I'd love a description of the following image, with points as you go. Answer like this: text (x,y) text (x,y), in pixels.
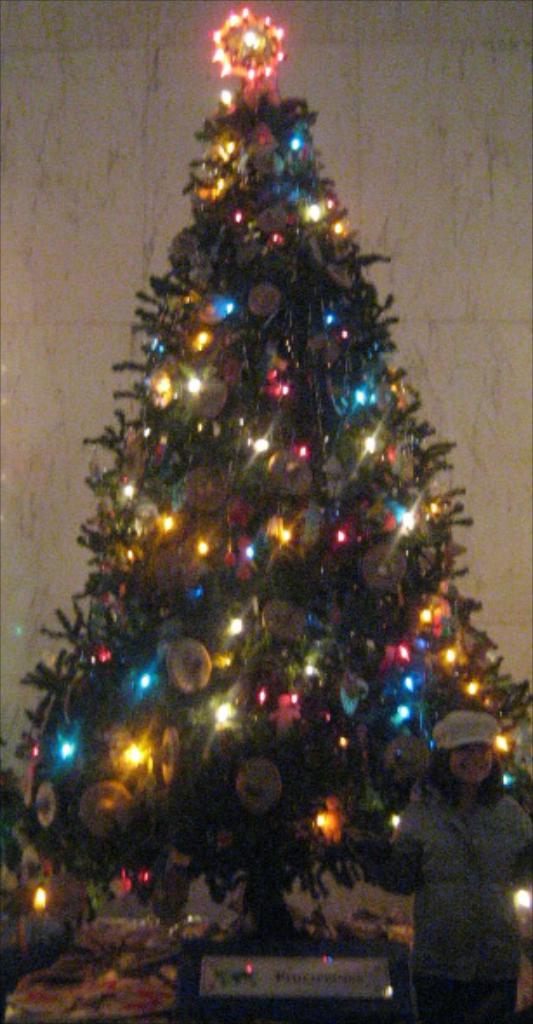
In this image I can see a christmas tree (247,631) which is green in color. To the tree (265,584) I can see few decorative items (288,626) and few lights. I can see a person (511,1021) standing in front of the tree (433,694) and a wall (428,199) behind the tree (247,581).
